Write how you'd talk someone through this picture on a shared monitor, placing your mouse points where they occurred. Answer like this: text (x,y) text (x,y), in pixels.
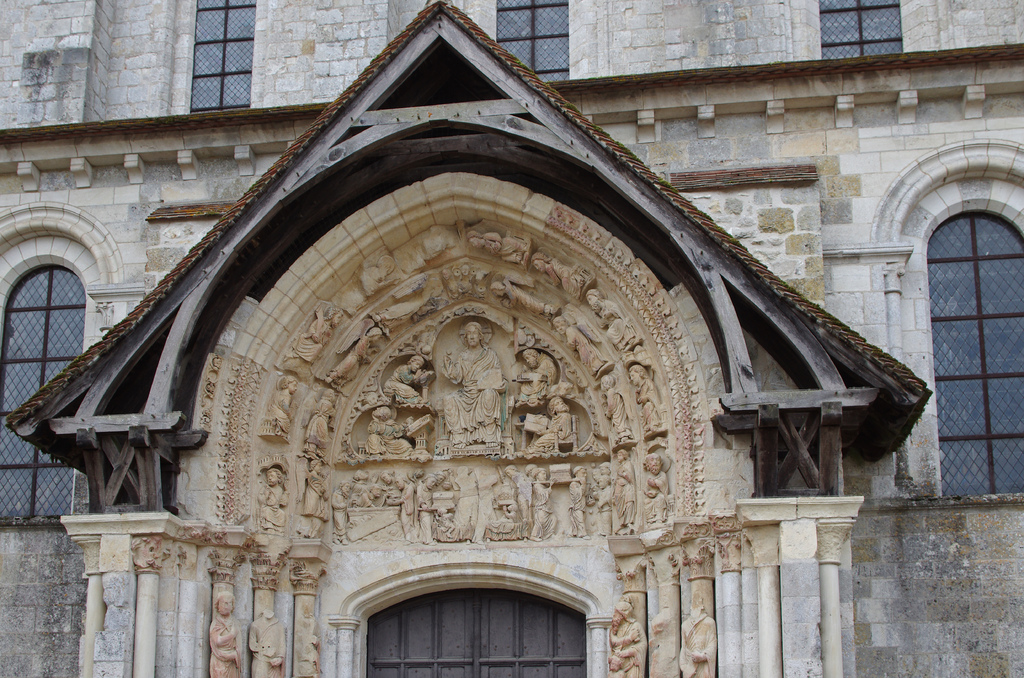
In this image in the front (318,467) there are sculptures (375,516). In the background (151,222) there is a building (944,231) and there are windows (12,356).
